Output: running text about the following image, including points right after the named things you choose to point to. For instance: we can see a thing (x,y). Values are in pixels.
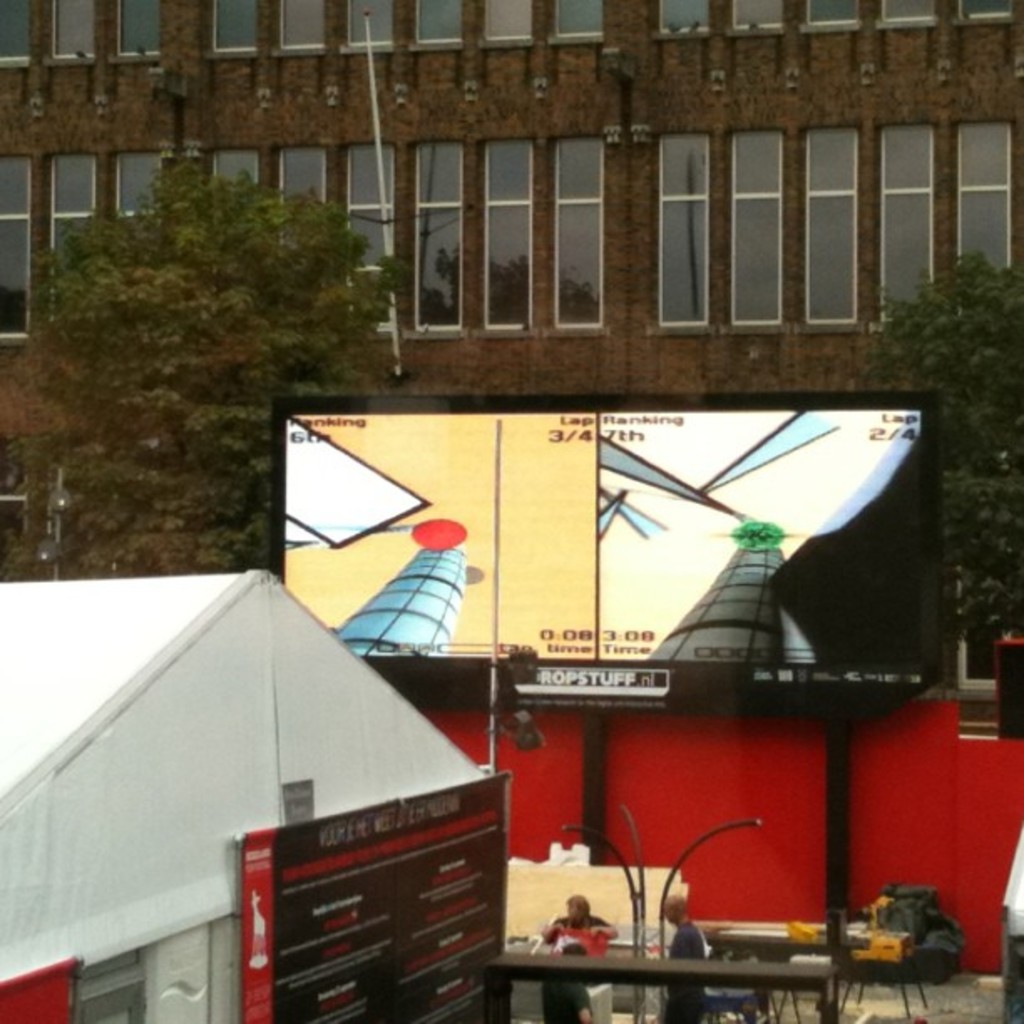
In the image I can see few buildings (541,121), windows (524,178), trees (970,339), board (494,852), screen (808,507), light-poles (544,737), few people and few objects (601,993) on the floor (876,1000).
